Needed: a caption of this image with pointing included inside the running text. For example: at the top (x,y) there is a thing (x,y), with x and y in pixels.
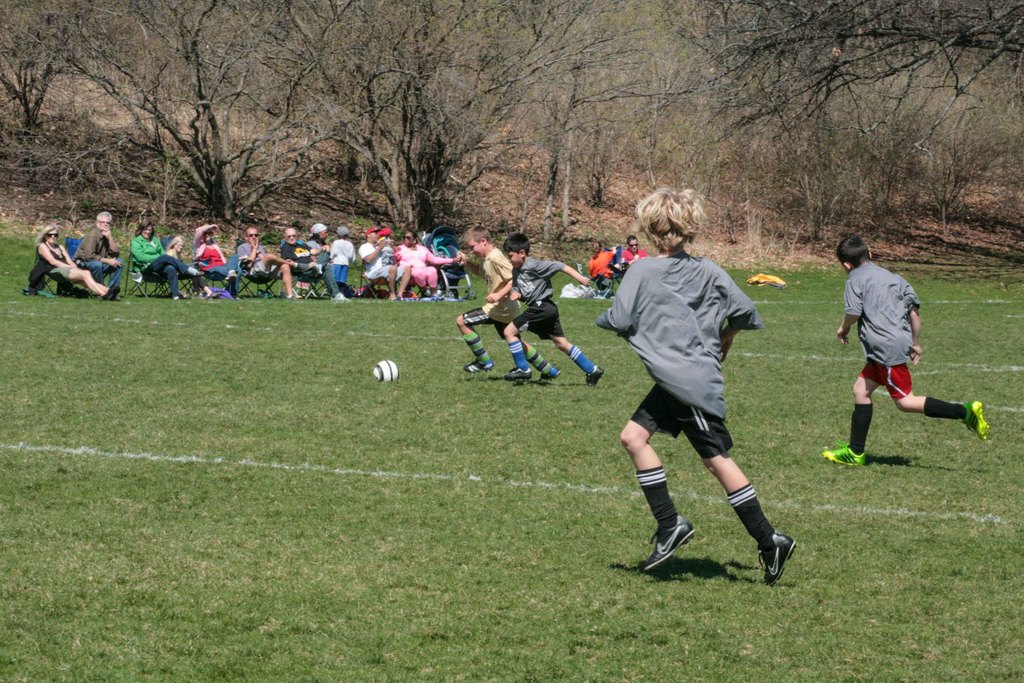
In this picture there are kids (545,376) running and few people (418,281) sitting on chairs (166,238). We can see ball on the grass (302,304) and stroller (426,247). In the background of the image (846,132) we can see trees (898,156).
